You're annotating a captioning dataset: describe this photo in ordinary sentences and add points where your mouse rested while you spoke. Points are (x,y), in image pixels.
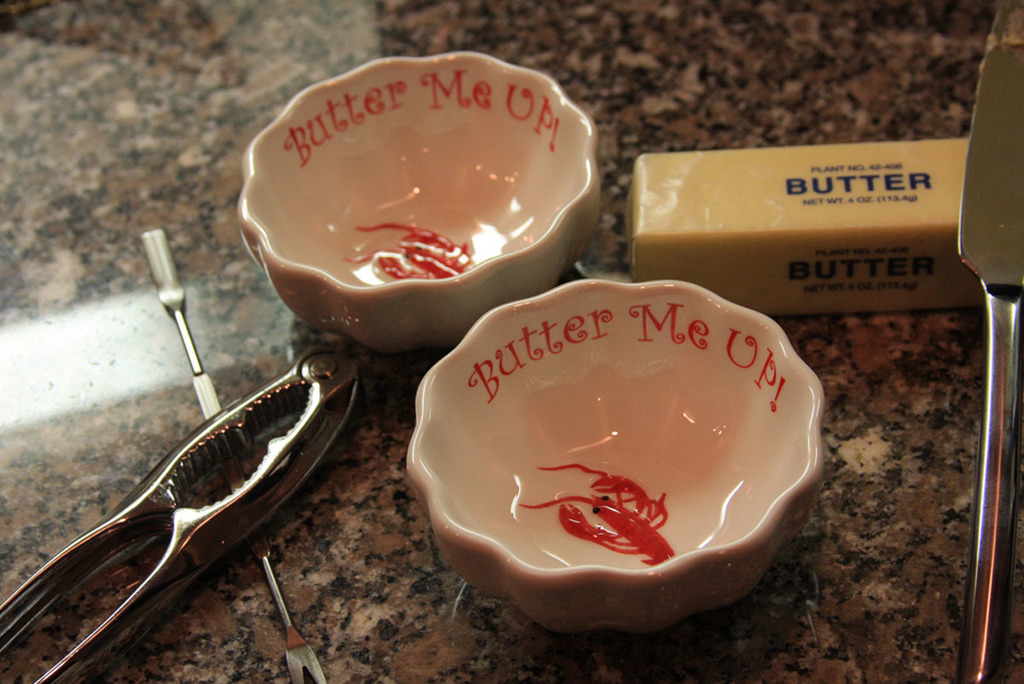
In this image there are two ceramic cups (500,343) on the countertop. On the right side (913,204) there is a butter (846,200) which is packed in the cover (777,205). On the left side (246,506) there is a holder (168,507). On the right side (1002,221) there is a knife (975,244).
